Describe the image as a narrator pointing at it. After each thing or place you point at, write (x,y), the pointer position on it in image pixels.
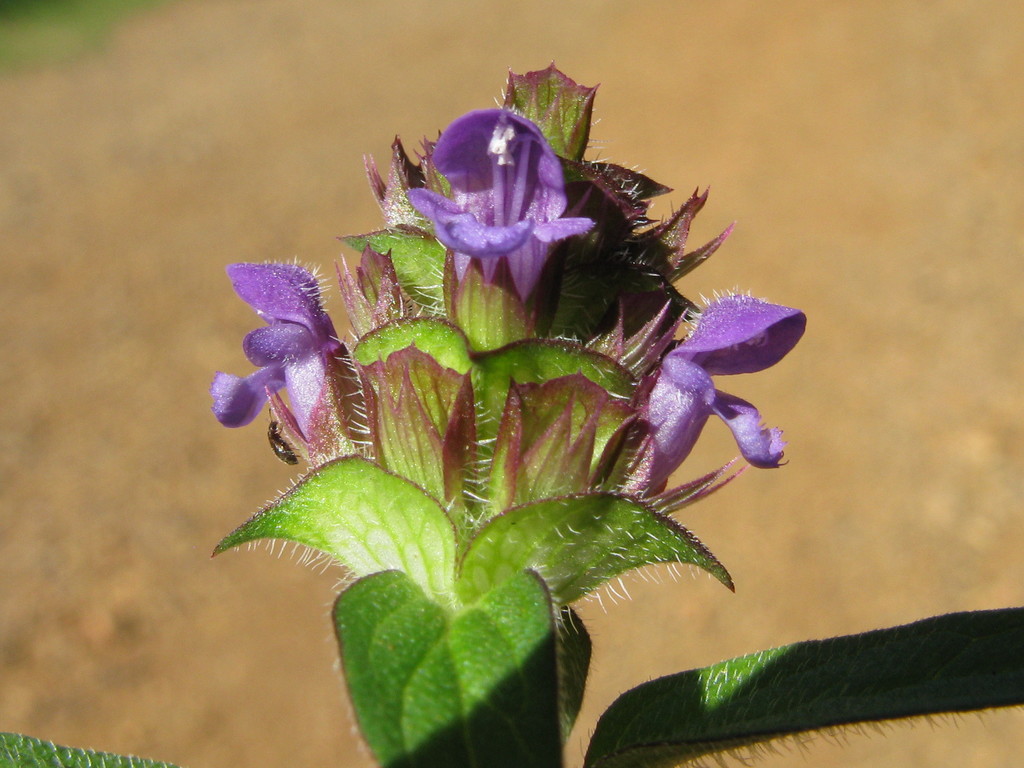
In the center of the image (445,272) there is a plant (352,677).
